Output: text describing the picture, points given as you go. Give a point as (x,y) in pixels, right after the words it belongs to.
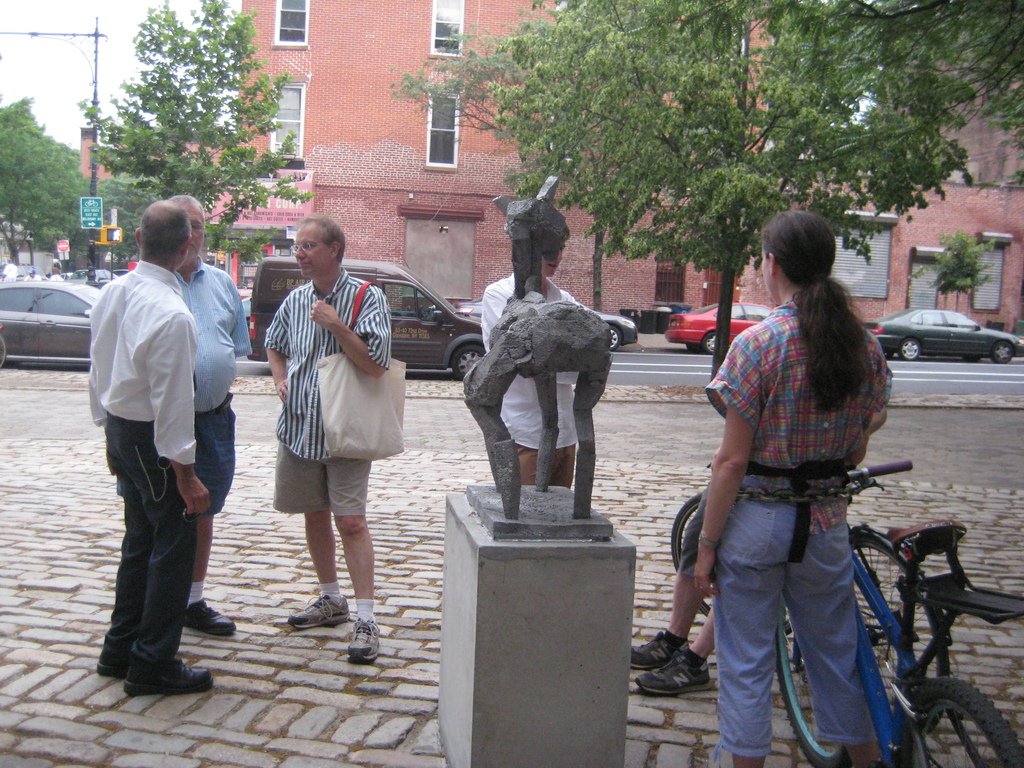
In this image I can see group of people (787,591) standing, the person (373,367) in front (324,334) wearing black and white shirt (310,328) and cream color short (289,462) and the bag (342,445) is in white color. Background (793,45) I can see few vehicles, trees (702,11) in green color, a light pole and the building (388,108) is in brown color, and the sky (103,53) is in white color.
